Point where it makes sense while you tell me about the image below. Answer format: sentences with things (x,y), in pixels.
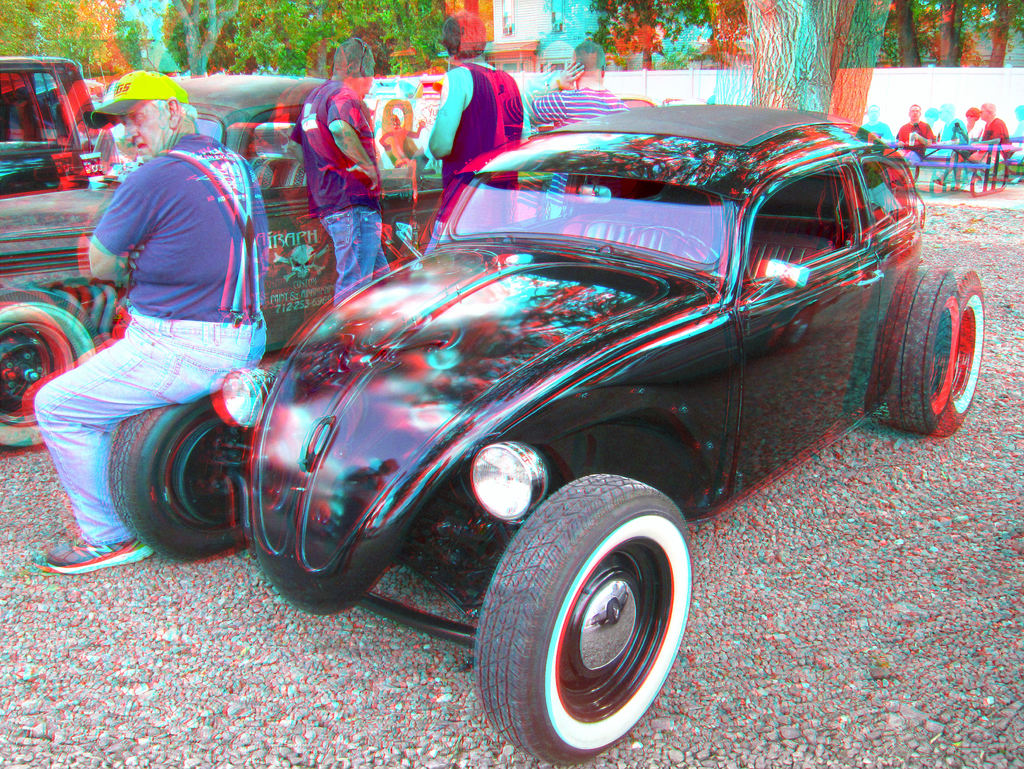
In this picture I can see there is a man (192,339) sitting on the tire (140,479) of a car (600,469) and the car (734,280) is in black color. In the backdrop (363,238) I can see there are a group of people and there are trees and there are few buildings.
